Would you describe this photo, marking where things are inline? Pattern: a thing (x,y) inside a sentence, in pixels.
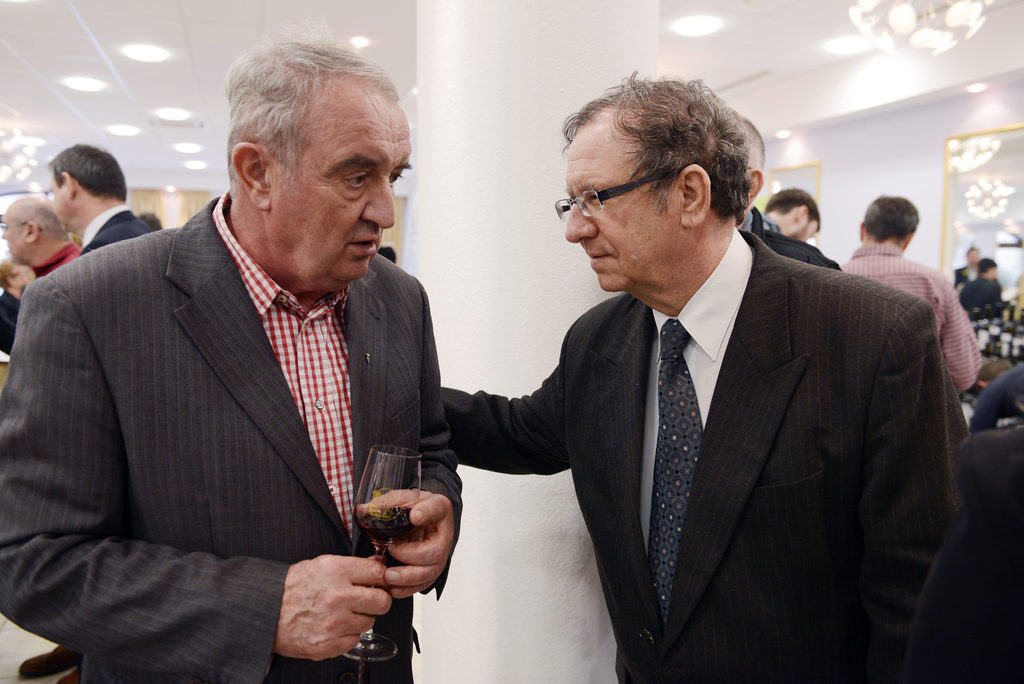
In this image, we can see people (368,254) standing and one of them is wearing a coat (622,327) and a tie (681,451) and the other is wearing a coat (205,460) and holding a glass (379,532) containing drink (392,517). In the background (460,301), we can see lights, a pillar (485,95) and mirrors (953,228) on the wall (939,184) and there are some more people (775,198).
